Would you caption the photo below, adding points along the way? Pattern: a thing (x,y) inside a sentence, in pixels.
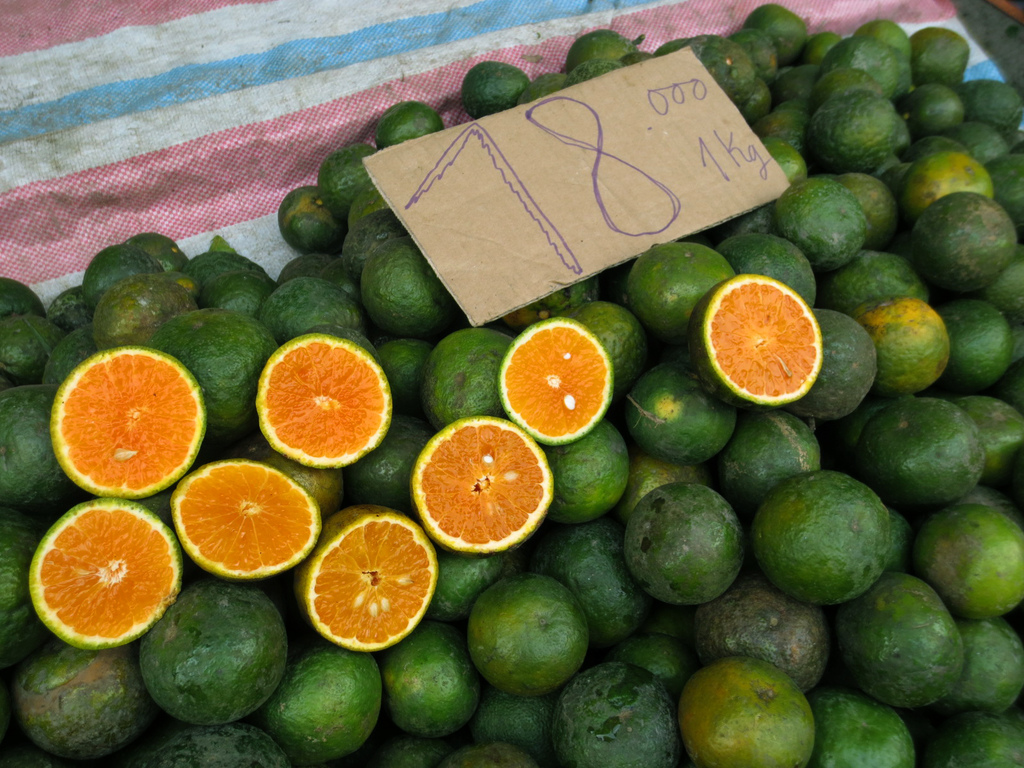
In the foreground of this picture (396,508), there are oranges (663,406) and few cut pieces (505,427) of it on a cloth (268,197). There is also a price board (551,257) on it.
